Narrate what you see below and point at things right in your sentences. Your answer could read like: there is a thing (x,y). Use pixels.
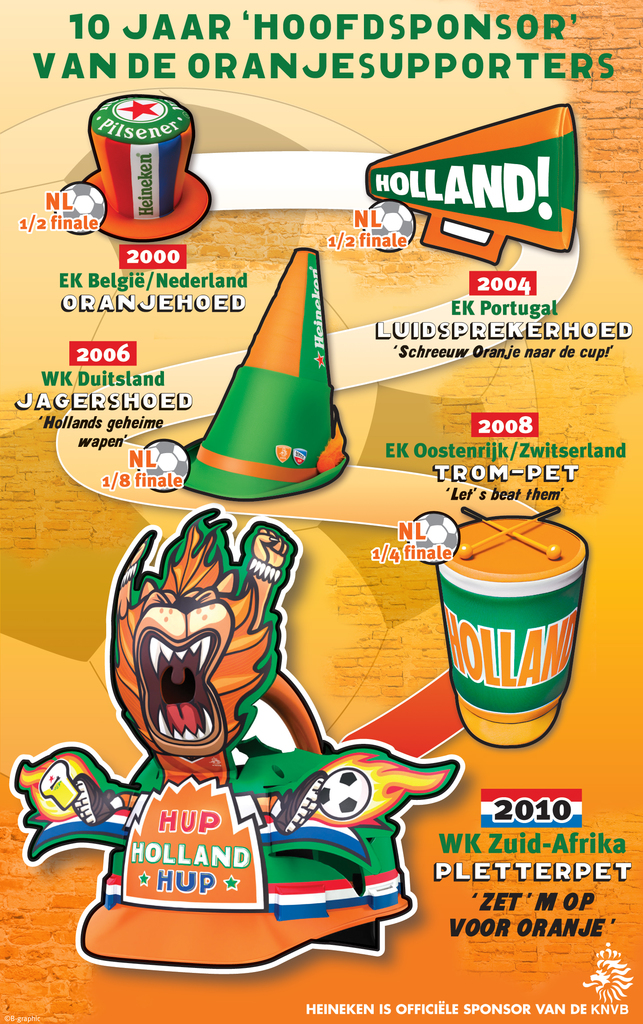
In this image, we can see a poster (390,740). In this poster (322,598), there are few objects (319,480), some text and numbers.
